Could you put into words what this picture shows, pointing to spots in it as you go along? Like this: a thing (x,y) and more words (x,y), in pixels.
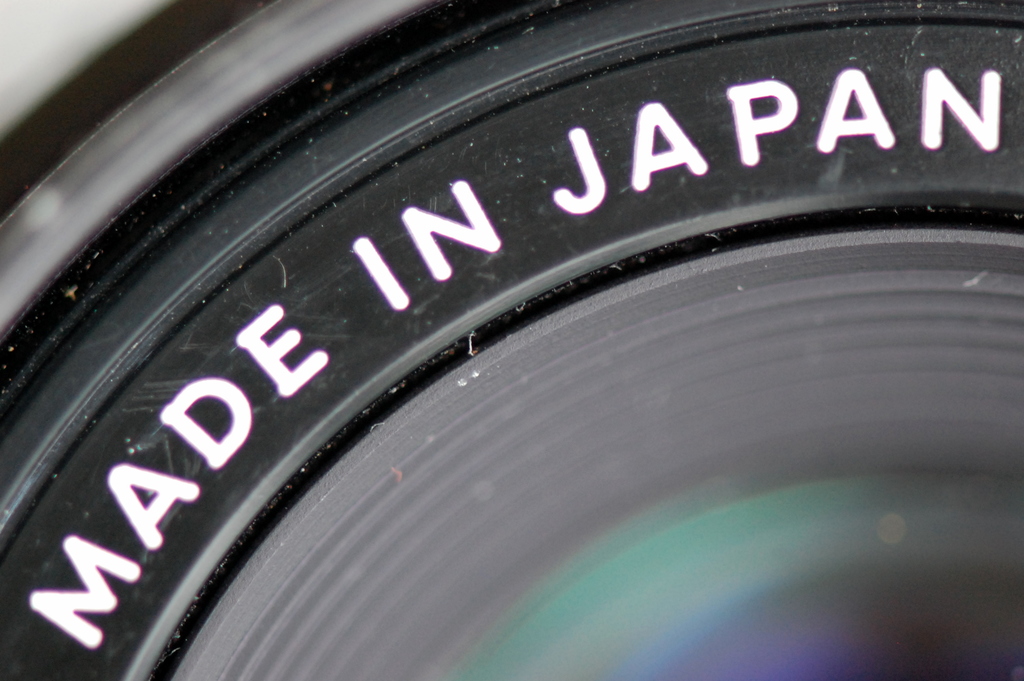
In this picture I can see the lens (610,491) of a camera (373,212), there are words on the camera (221,263).
